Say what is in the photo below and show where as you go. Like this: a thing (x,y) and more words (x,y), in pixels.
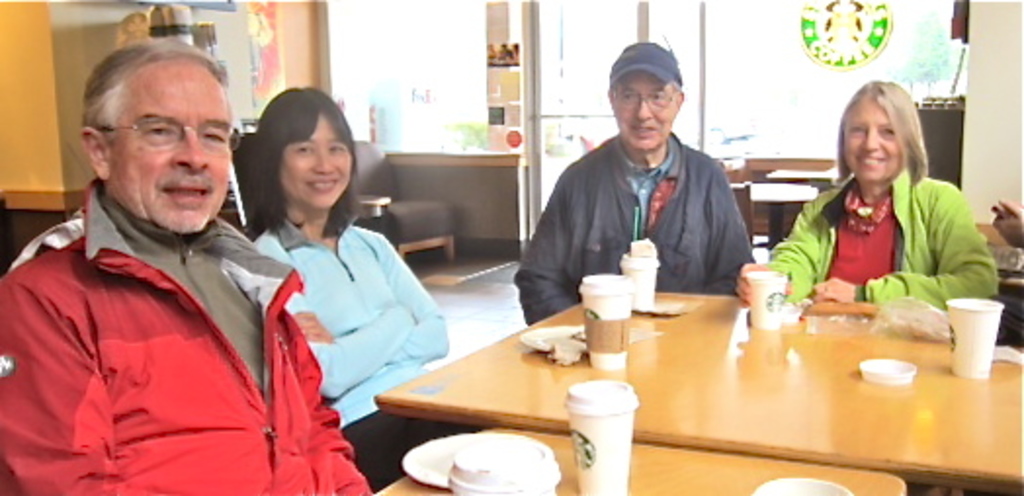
These persons (546,251) are sitting around this table (794,371), on this table (656,383) there are cups (595,405) and plate (433,442). Background (751,64) we can able to see chair (434,203) and glass window (748,105), on this glass window (466,86) there are stickers (509,99). This man (177,224) wore red jacket (212,378). This man (586,254) wore jacket (600,239) and cap (676,71). This woman (859,199) wore green jacket (937,256).
